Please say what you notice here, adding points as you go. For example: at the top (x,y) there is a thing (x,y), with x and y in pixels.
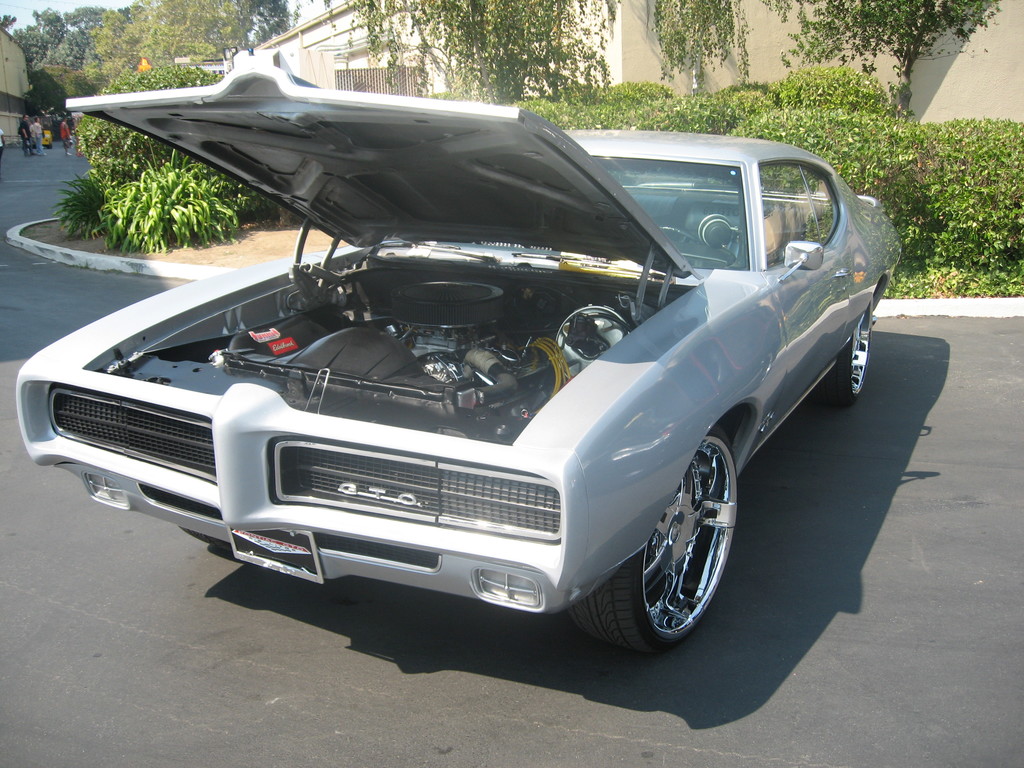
In this picture I can observe grey color car (628,418) parked on the road (331,612). Behind the car (432,206) there are some plants (197,178) on the ground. I can observe a building (347,47) in the background (334,45). On the left side (87,46) there are some trees (75,45).
